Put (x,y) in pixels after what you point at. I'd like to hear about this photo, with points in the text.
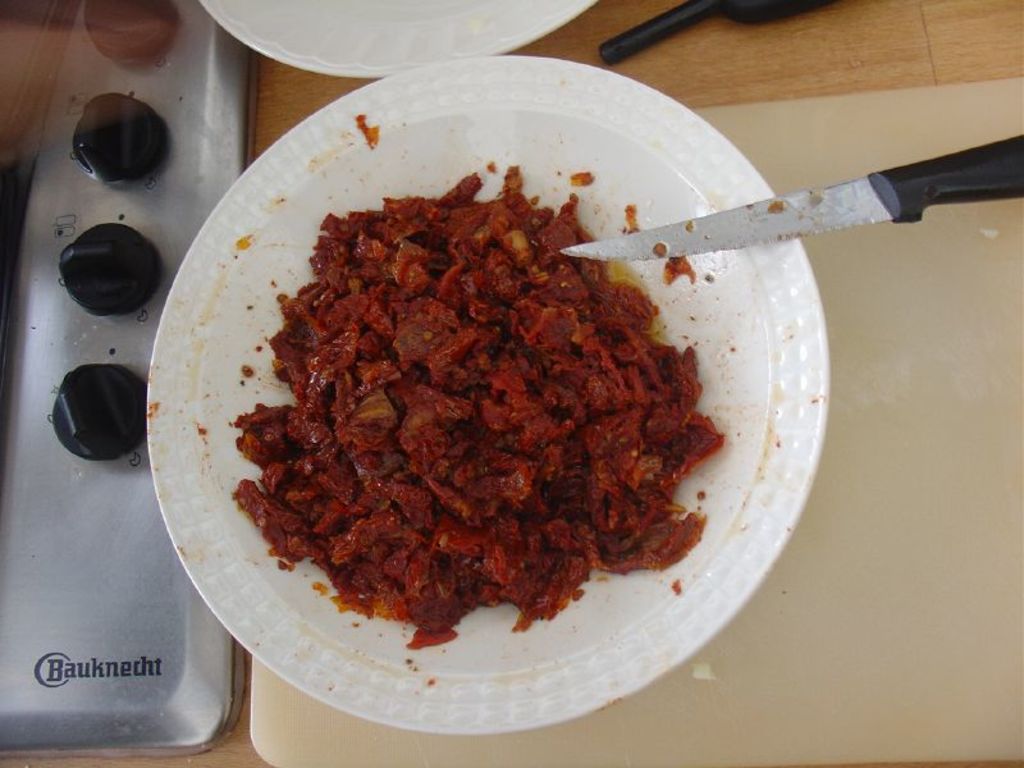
Here I can see a table (597,21) on which a cutting board (926,328), knife (912,209), two plates (422,45), stove (115,273) and other objects (673,26) are placed. On the plate (380,505), I can see some food item (490,470).
